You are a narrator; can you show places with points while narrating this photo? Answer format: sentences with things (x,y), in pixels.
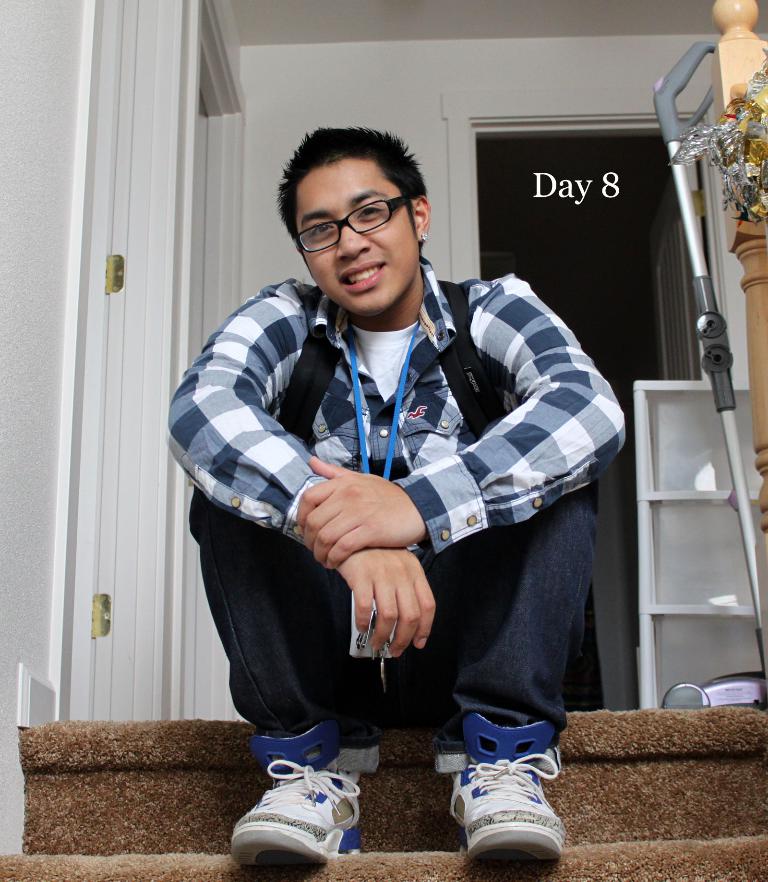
In this picture we can see a person (369,736) sitting, he is wearing a id card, spectacles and in the background (419,116) we can see a wall (432,137).
